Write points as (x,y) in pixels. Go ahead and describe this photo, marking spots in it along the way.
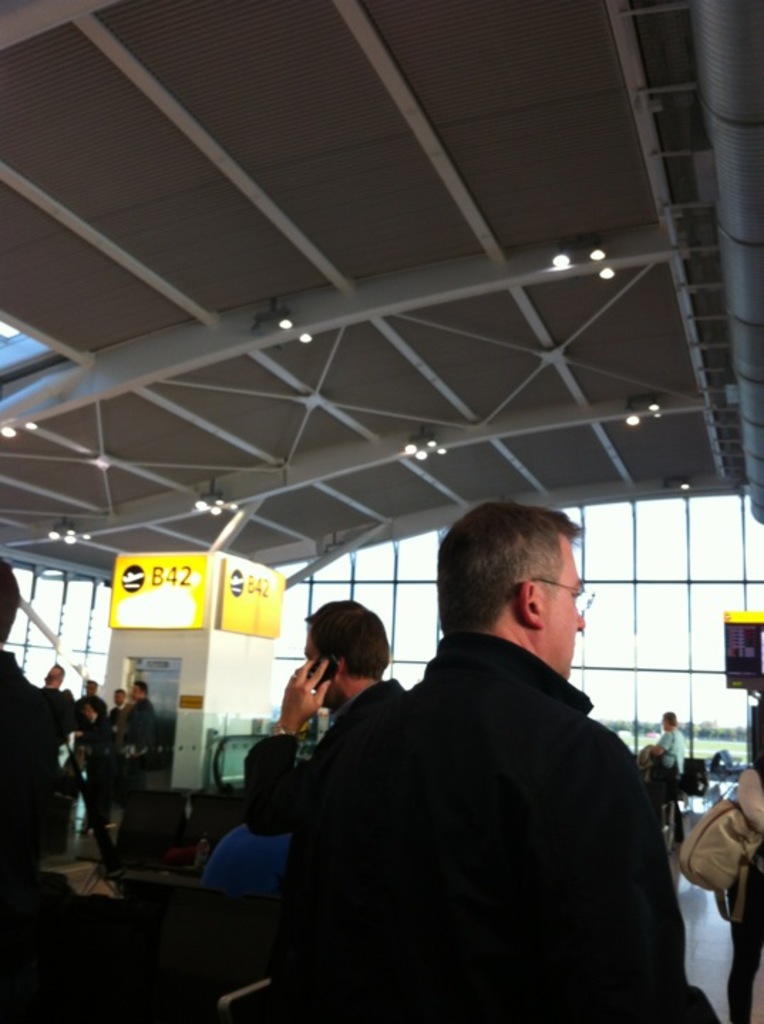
This image looks like an airport (319,719). There are many persons (338,636) in this image. In the front (500,853), the man (494,891) is wearing black jacket (486,874). At the top (270,254), there is a roof (226,417).
